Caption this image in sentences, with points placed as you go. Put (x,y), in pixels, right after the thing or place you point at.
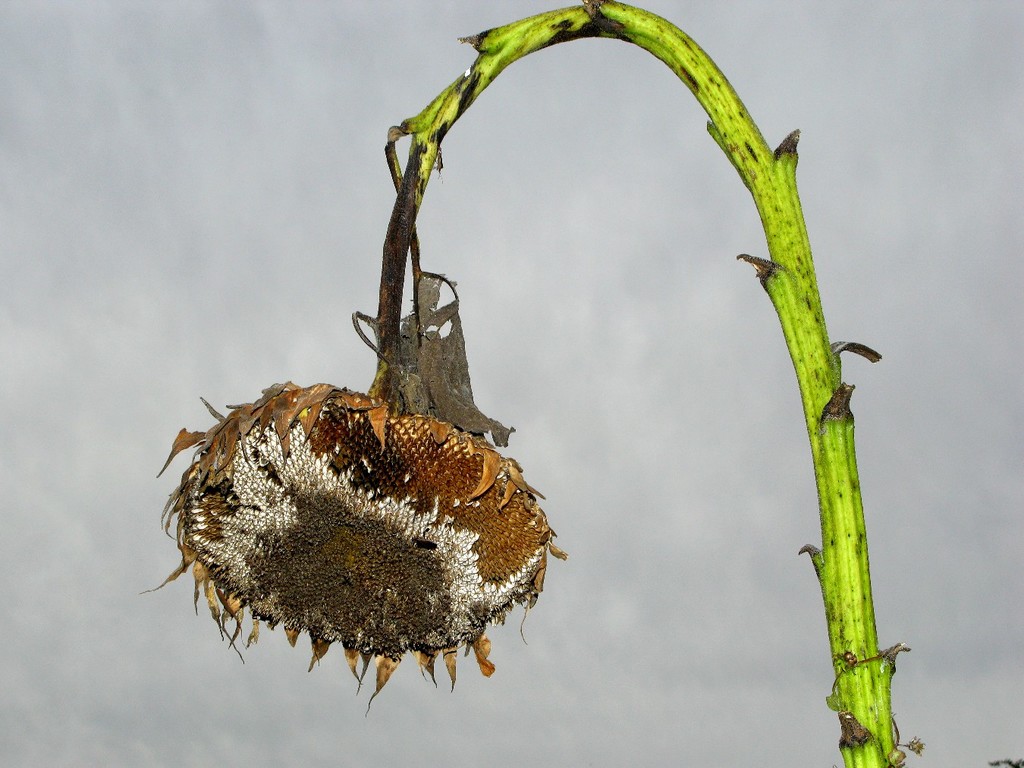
In this image I can see a sunflower (406,472) along with a stem (810,314) which is in green color. On the top of the image (165,124) I can see the sky (92,212).
